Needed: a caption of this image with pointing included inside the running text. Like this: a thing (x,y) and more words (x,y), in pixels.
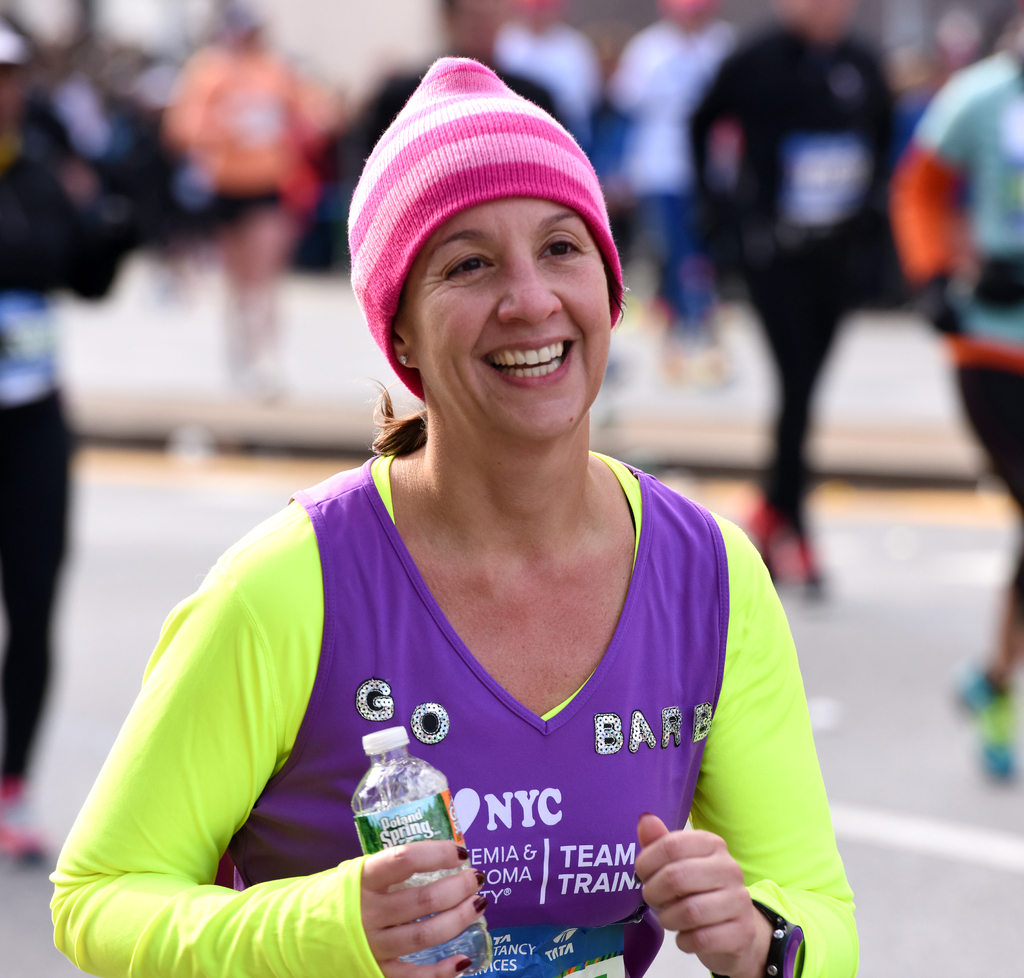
In this picture there is a woman (541,704) smiling and holding a bottle (438,826) and wearing cap (467,150). In the background of the image (632,168) it is blurry and we can see people (796,33).
